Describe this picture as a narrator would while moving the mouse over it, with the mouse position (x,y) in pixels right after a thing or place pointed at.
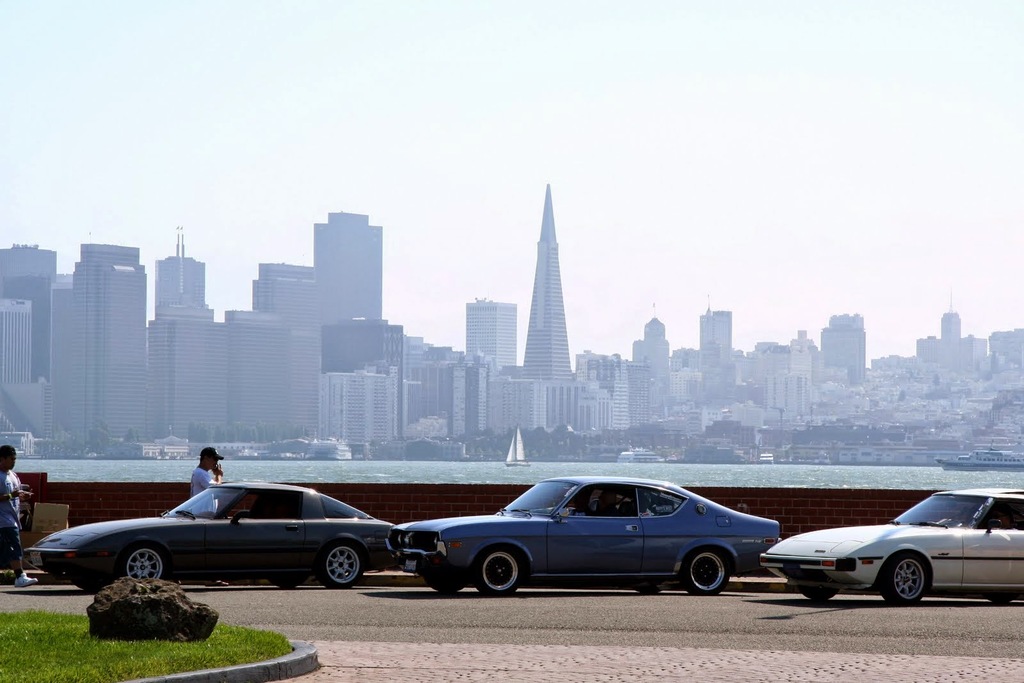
In this picture we can see grass (216,648), a rock (185,599) and few cars (470,578) on the road (462,609), and we can see few people (15,480) are walking beside to the cars (133,524), in the background (491,423) we can find few buildings (367,410), trees (488,438) and boats (962,458) on the water (730,474).
